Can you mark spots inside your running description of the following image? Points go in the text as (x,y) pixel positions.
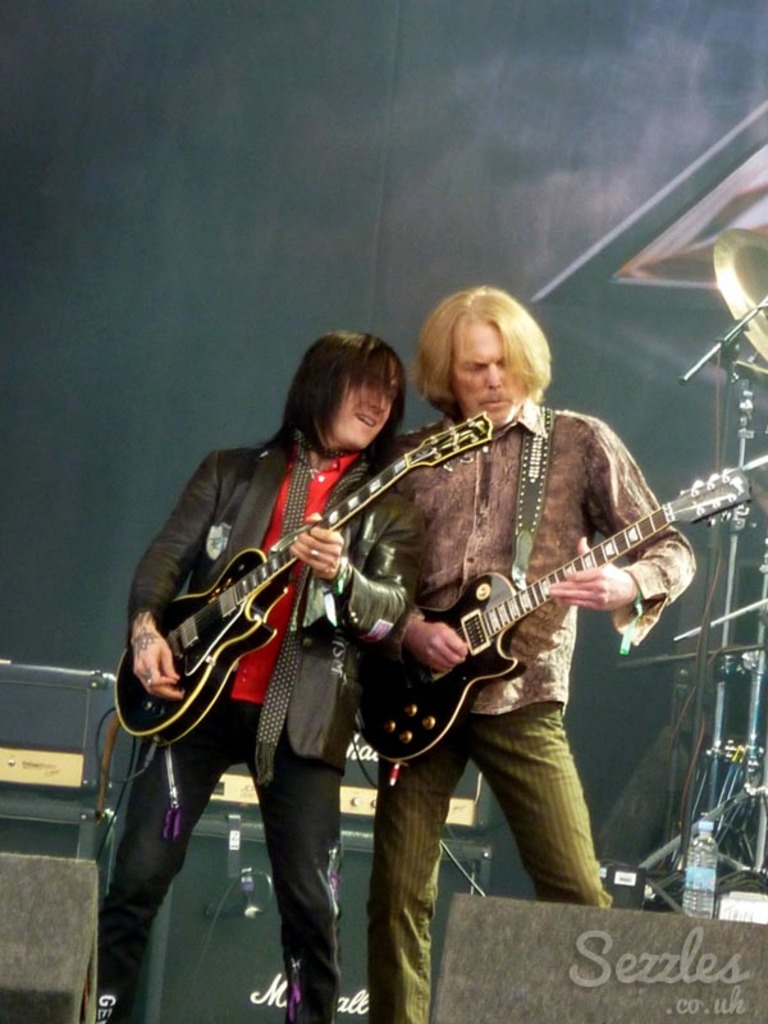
In this picture there are two persons (492,387) standing and playing the guitar (271,634).
